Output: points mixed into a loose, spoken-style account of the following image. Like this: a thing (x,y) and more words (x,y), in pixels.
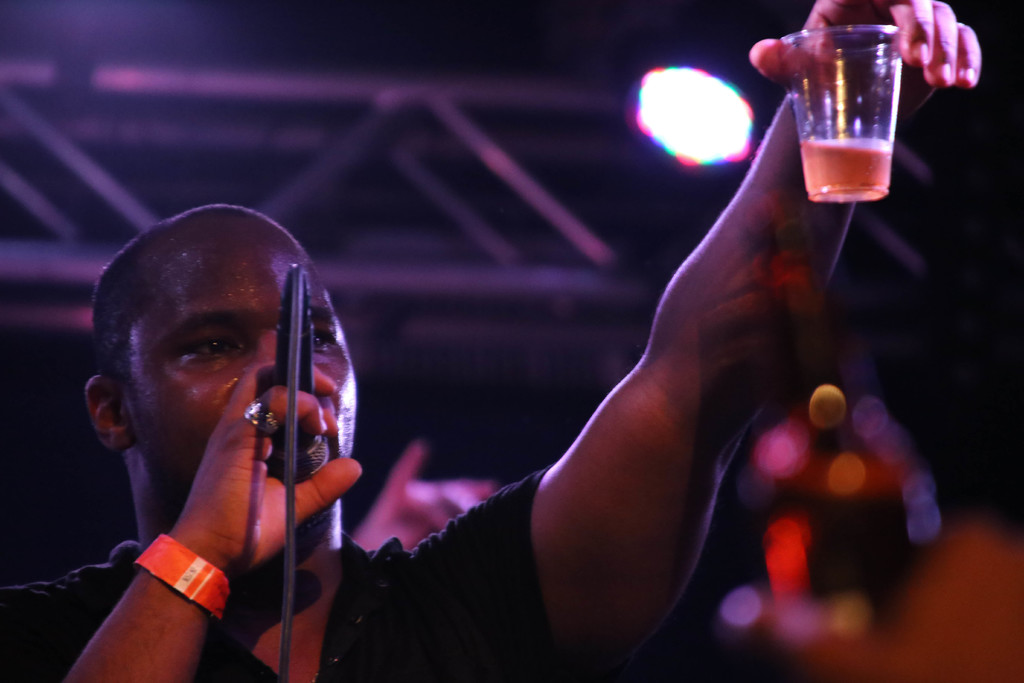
In this image I see a man (339,332) who is holding a cup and a mic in his hands (219,436), In the background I see light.
